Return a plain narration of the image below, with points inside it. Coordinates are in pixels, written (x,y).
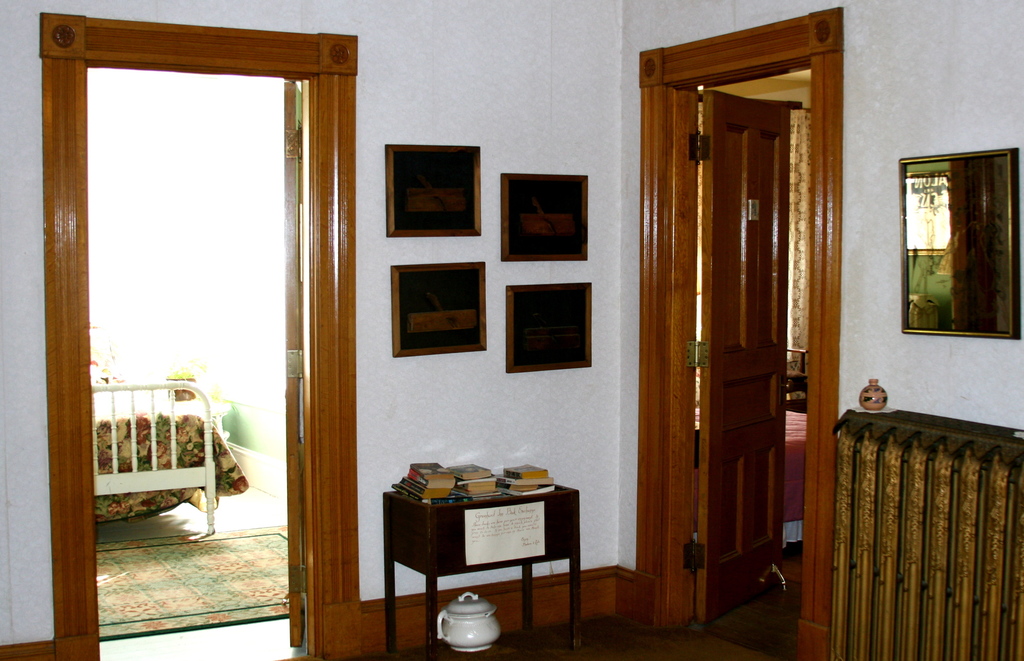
In this picture we can see a room (245,380), on the left side (152,396) there is a bed (143,387), we can see a table (538,511) in the middle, there are some books (492,478) on the table (513,498), on the right side (973,251) there is a mirror (1004,254), we can see photo frames (451,231) on the wall (558,278), on the right side (698,347) there is a door (741,325).
